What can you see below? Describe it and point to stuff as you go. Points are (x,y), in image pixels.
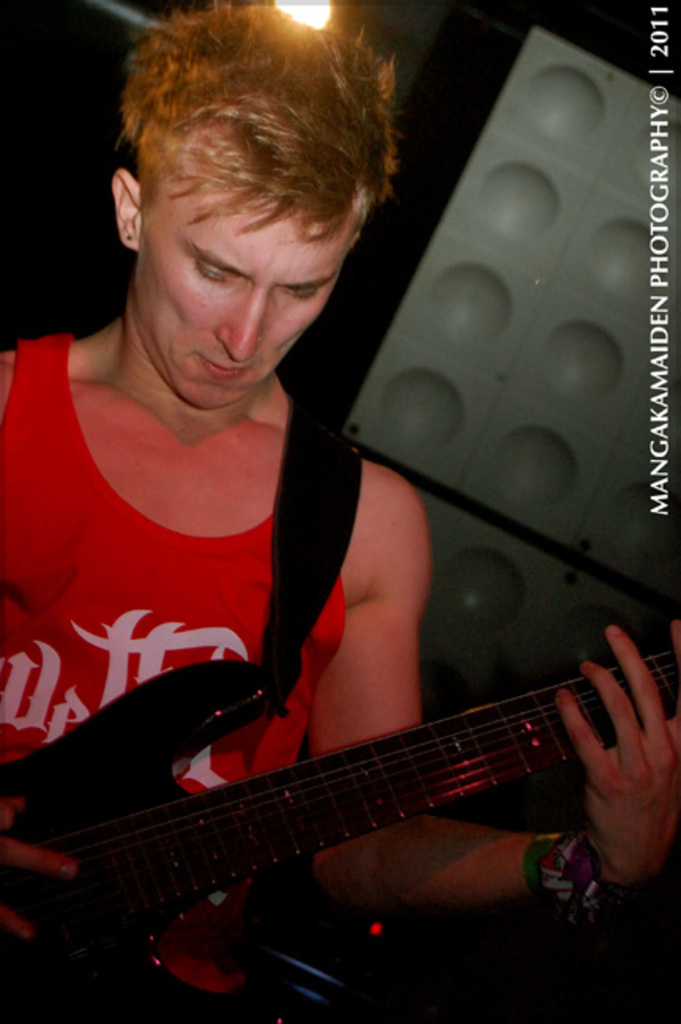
This picture shows a man (38,679) standing and playing guitar (82,839) and we see a light (291,13) and he wore a red sleeveless shirt (227,585).
